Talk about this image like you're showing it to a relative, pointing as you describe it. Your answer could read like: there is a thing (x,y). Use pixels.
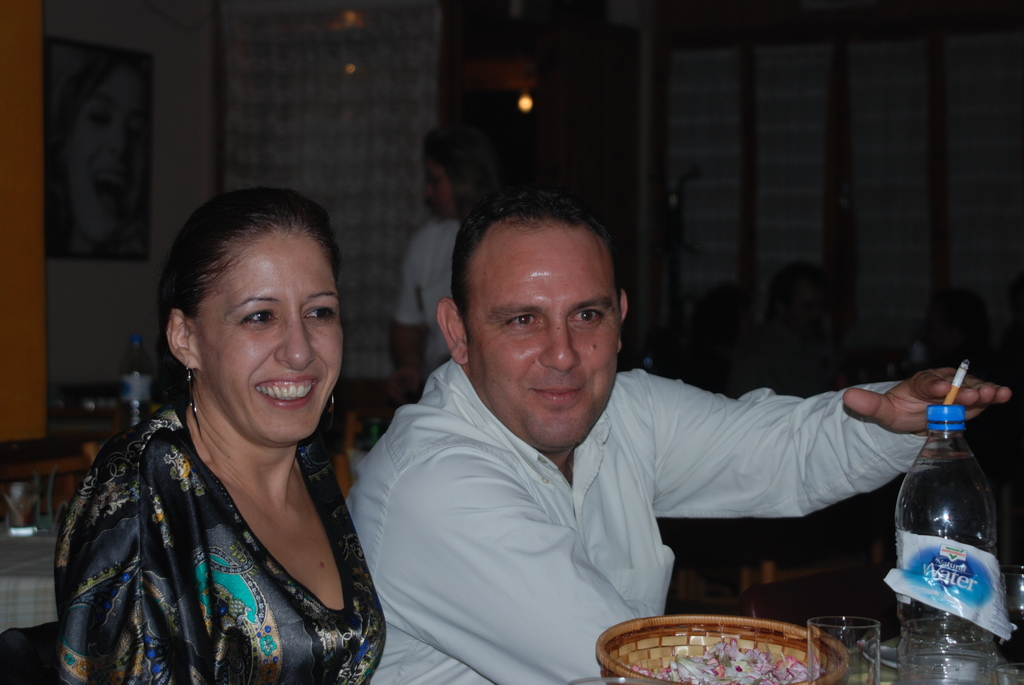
There are two members (522,482) sitting in the chairs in front of a table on which a water bottle (937,473), glass (849,637) and a bowl (684,634) was placed. There is a man (511,455) and a woman (293,493) in this picture. Both of them were smiling. In the background (435,195) there is a woman (421,273) standing. We can observe some photo frame (83,136) attached to the wall (210,105) and a curtain (307,113) here.
